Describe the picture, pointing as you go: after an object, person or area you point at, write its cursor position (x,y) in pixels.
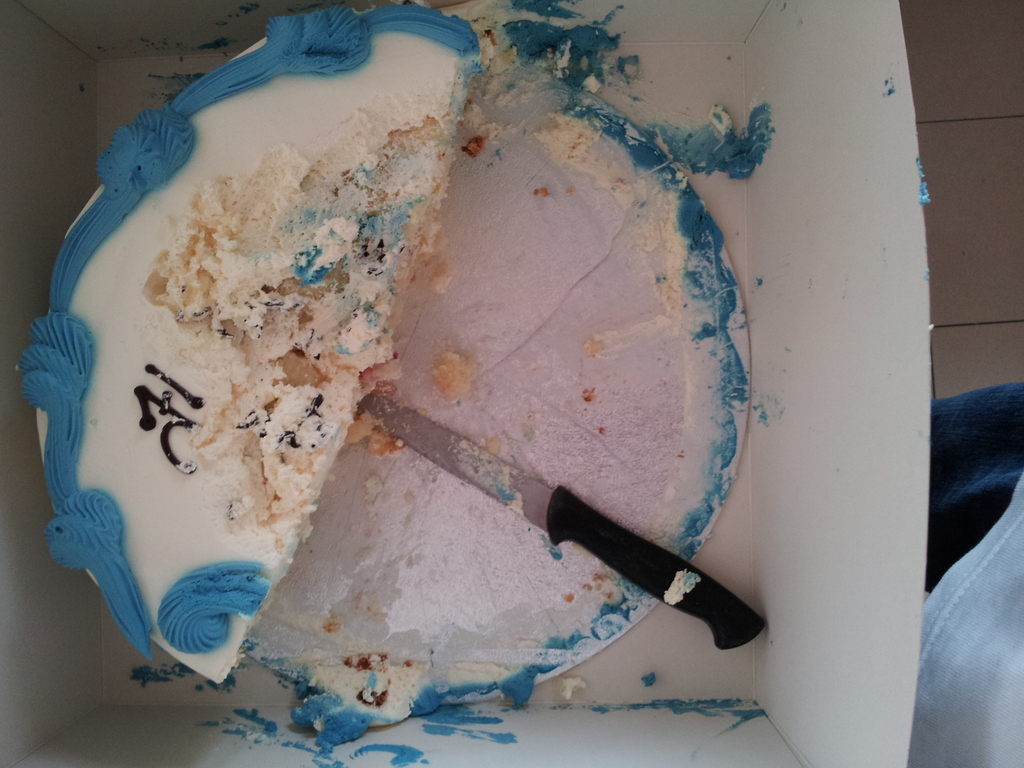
In this image I can see a cake (353,394) in a box (733,525) and a knife (707,610). This image is taken in a room (972,144).
